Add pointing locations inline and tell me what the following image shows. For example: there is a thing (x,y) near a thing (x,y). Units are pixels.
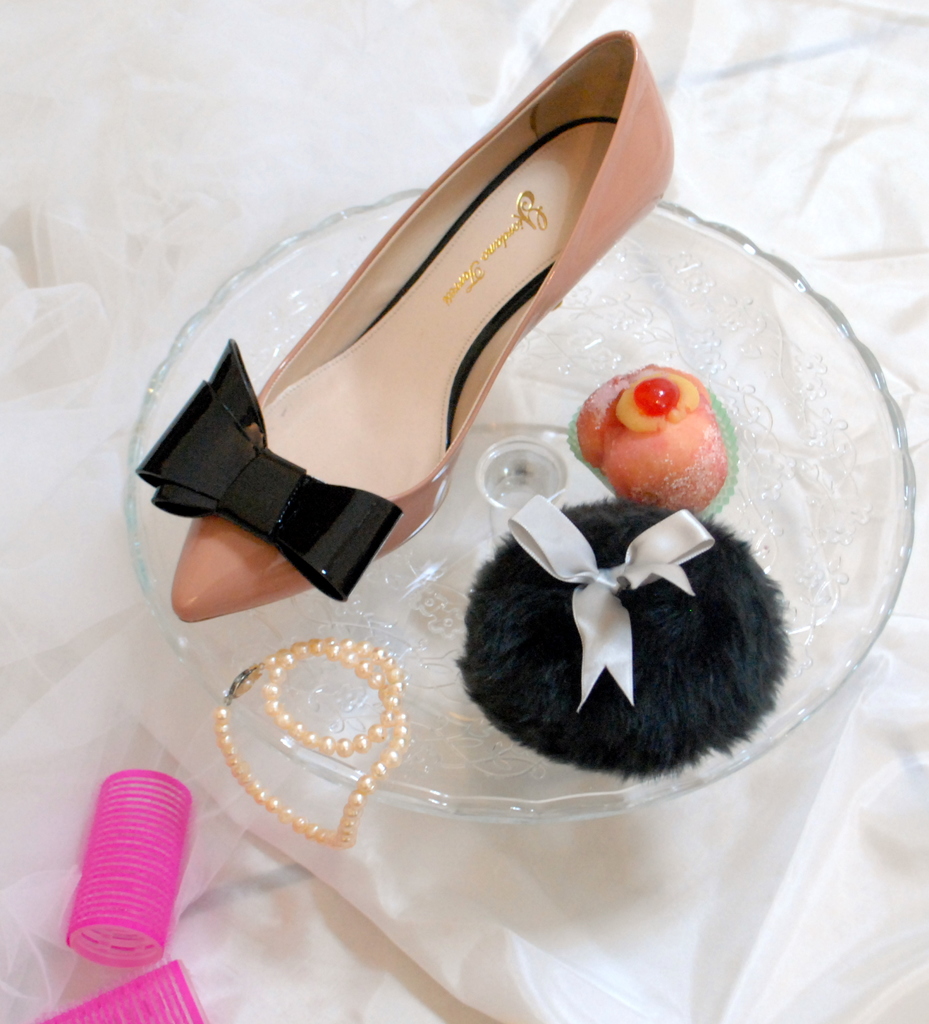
In this image, we can see a glass stand (774,717), on that there is a shoe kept and there is a black color object (678,609) kept, at the left side (135,963) there are two pink color objects (149,905) on the white color cloth (118,765).
